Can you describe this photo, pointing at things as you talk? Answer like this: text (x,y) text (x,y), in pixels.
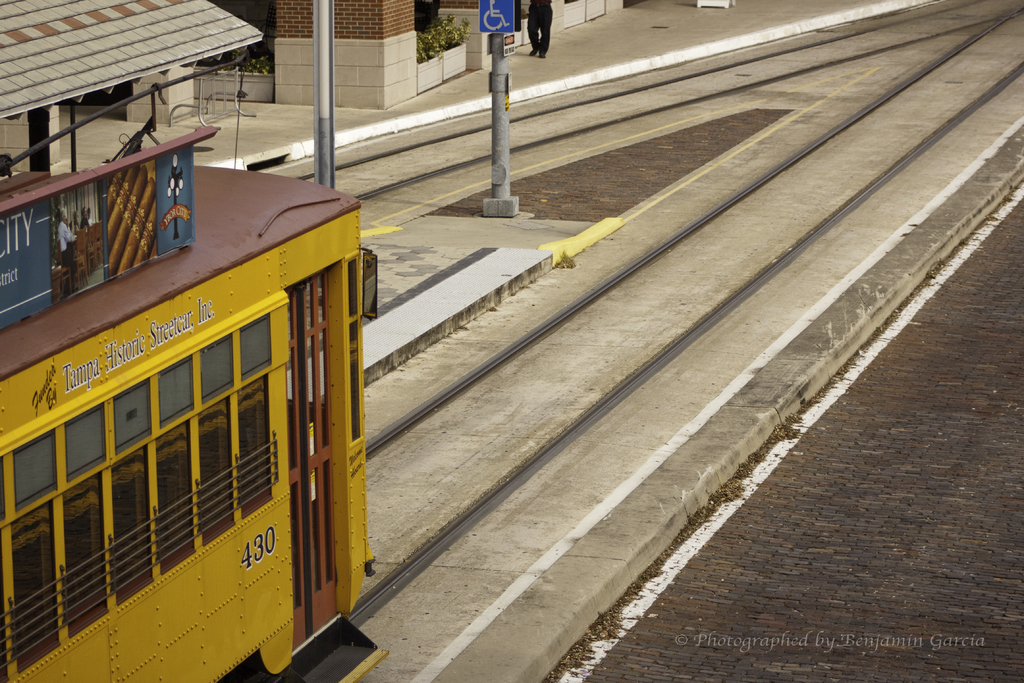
In this image we can see a yellow color train (127,525) on the railway track (769,256). Right side of the image (947,505) road (876,508) is there. Top of the image (376,39) poles (321,46), shelter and wall (369,19) is there. We can see one person (536,25).
